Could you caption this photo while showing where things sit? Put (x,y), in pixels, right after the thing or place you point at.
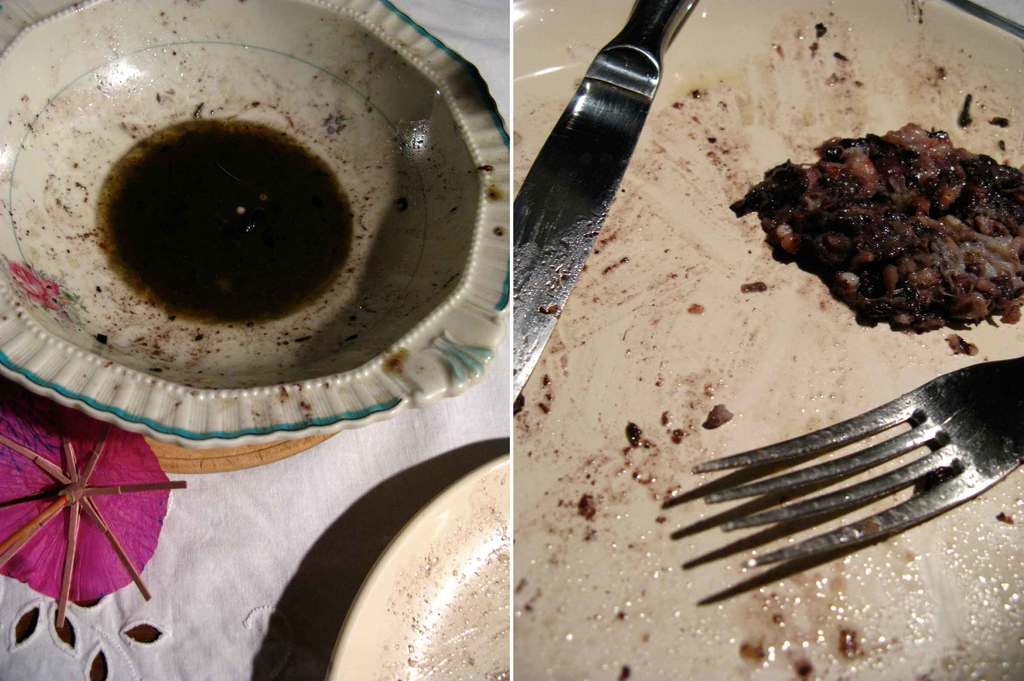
In this image on the right side (800,431) there is a plate (747,363) and on the plate (698,338) there are metal objects (612,189) and there is food (863,239). On the left side (272,376) there is a plate (394,577) and there is a bowl (297,308) and there is an object (126,532) which is pink in colour.
